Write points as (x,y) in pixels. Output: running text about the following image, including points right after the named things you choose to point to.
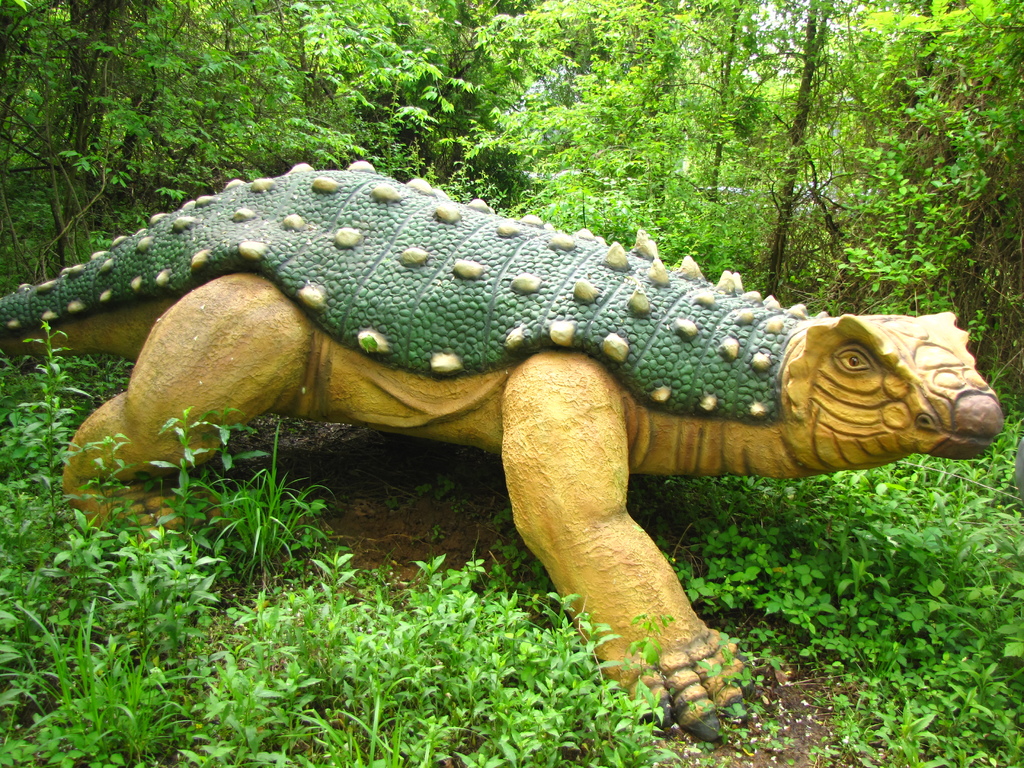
In this picture I can see there is a statue (501,298) of a dinosaur (415,306) and there are few plants (211,638) and soil (280,571) on the floor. In the backdrop (351,62) there are trees (246,62).
